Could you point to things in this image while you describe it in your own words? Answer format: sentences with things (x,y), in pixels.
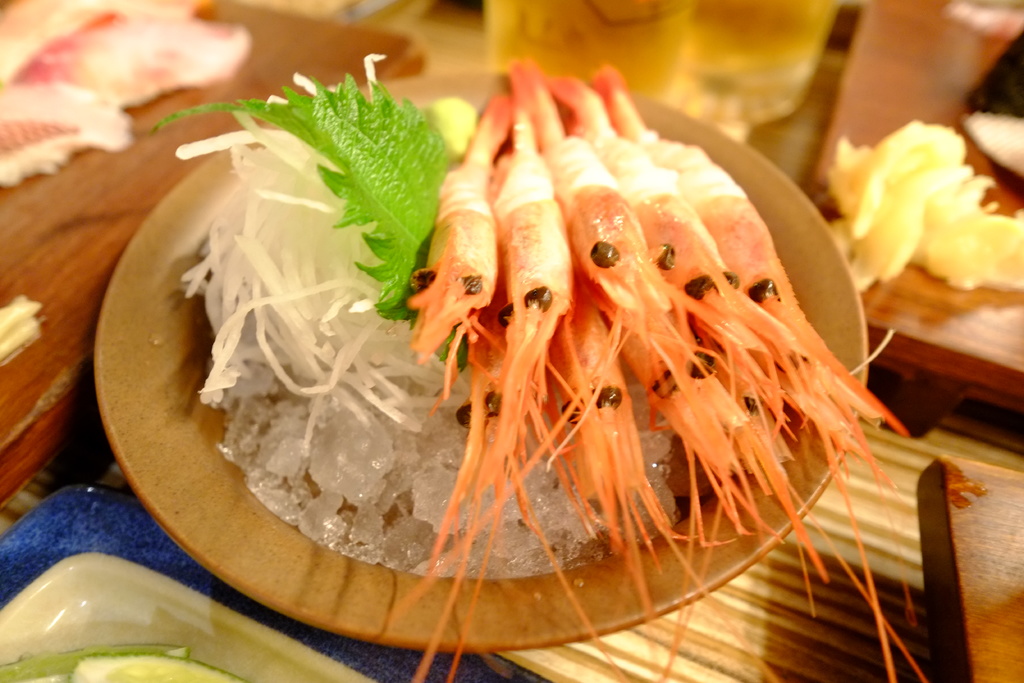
In this image I can see a plate (402,377), on the plate (196,533) I can see food item (727,193) and the plate (421,86) is kept on the table (837,568), on the table (827,585) I can see another plate (68,541).
